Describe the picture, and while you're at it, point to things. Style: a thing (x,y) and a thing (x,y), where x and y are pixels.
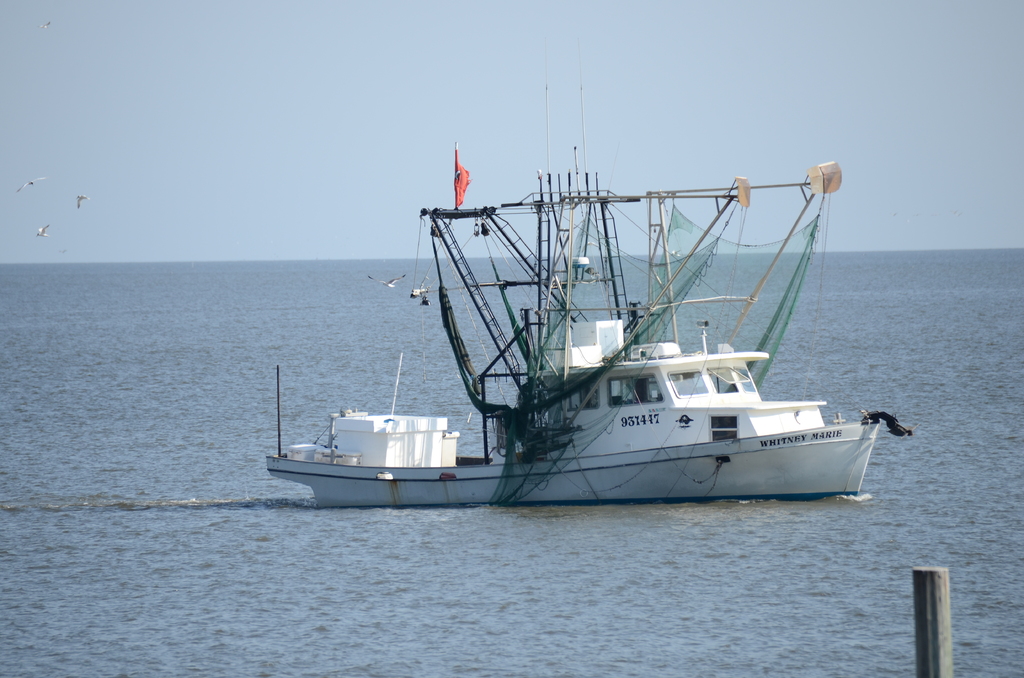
In this picture there is a water body (862,379). In the center of the picture (415,431) there is a ship (853,467). On the right (932,605) there is a wooden pole (935,622). In the background (79,177) towards left (38,196) there are birds (38,179) flying and there is sky (374,60).
